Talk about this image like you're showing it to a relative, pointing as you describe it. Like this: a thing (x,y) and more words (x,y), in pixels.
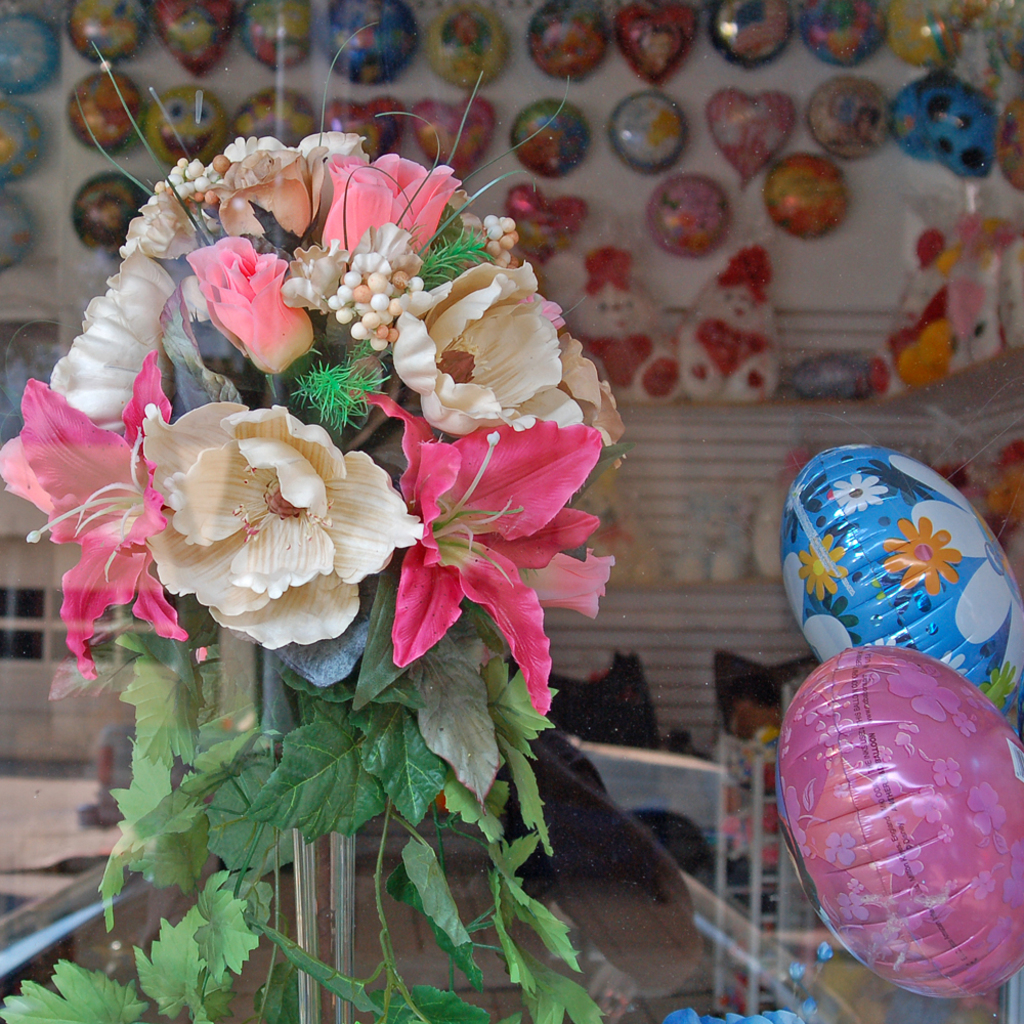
In this image, we can see a flower bouquet (338,553) and rods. On the right side (839,514), we can see two balloons (954,702). Background (699,310) we can see a glass object (8,341). Through the glass (11,709), we can see balloons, wall (811,319) and few things (551,781).
